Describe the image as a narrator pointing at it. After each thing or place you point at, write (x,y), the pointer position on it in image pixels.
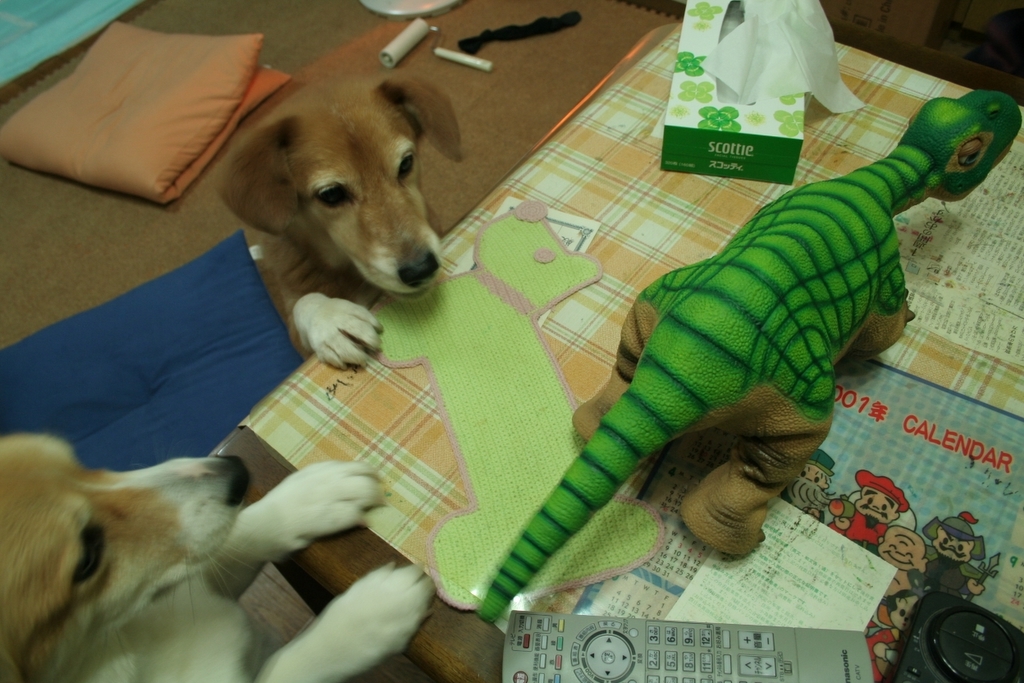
In this image I can see on the left side (307,644) there are two dogs (235,512), on the right side (845,356) there is a doll (830,359). At the bottom (716,646) there is the remote (716,646), at the top (758,61) there are tissues (794,73).
